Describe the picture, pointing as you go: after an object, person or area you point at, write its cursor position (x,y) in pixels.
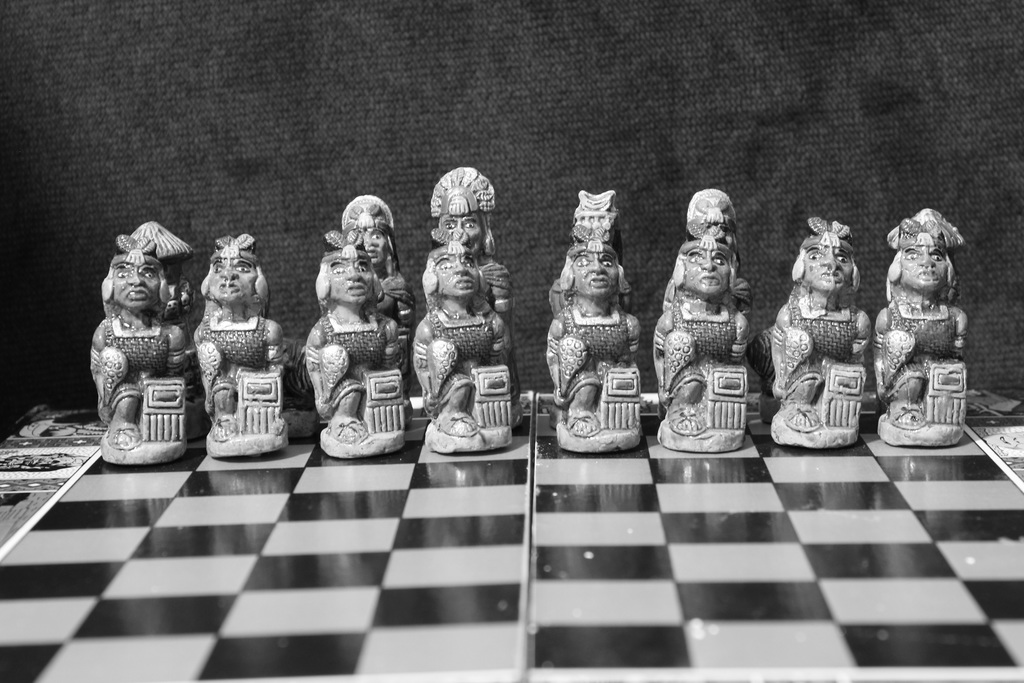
In this image at the bottom (333,476) there is a chess board (532,507), on the board (279,476) there are some toys (810,260) and in the background (202,84) it looks like a wall (395,128).
